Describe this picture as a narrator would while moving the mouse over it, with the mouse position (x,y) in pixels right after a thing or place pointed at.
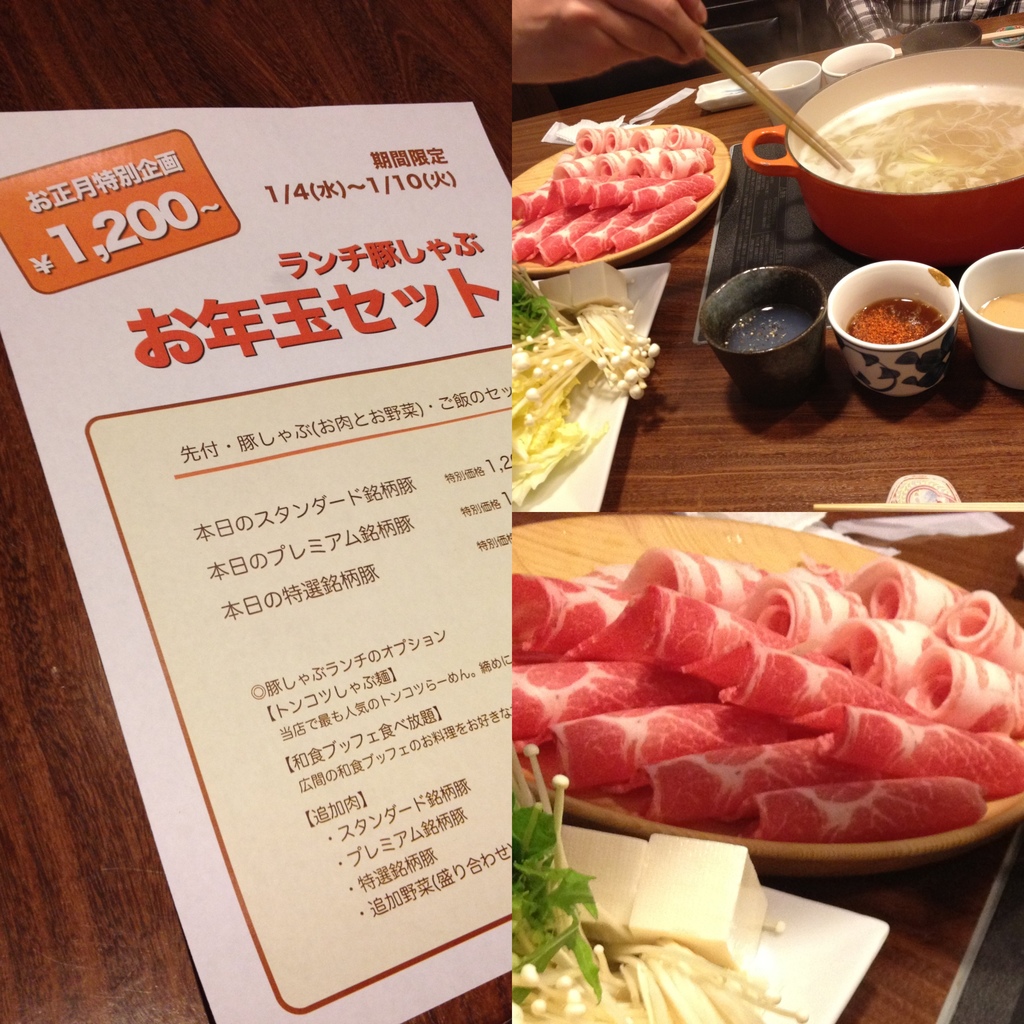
In the picture we can see three images, in the first image we can see a wooden plank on it, we can see a menu card (72,390) and in the second image we can see food items (980,110) on the table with some plates (634,288), and some person hand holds a stick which is in the bowl (1015,226).
